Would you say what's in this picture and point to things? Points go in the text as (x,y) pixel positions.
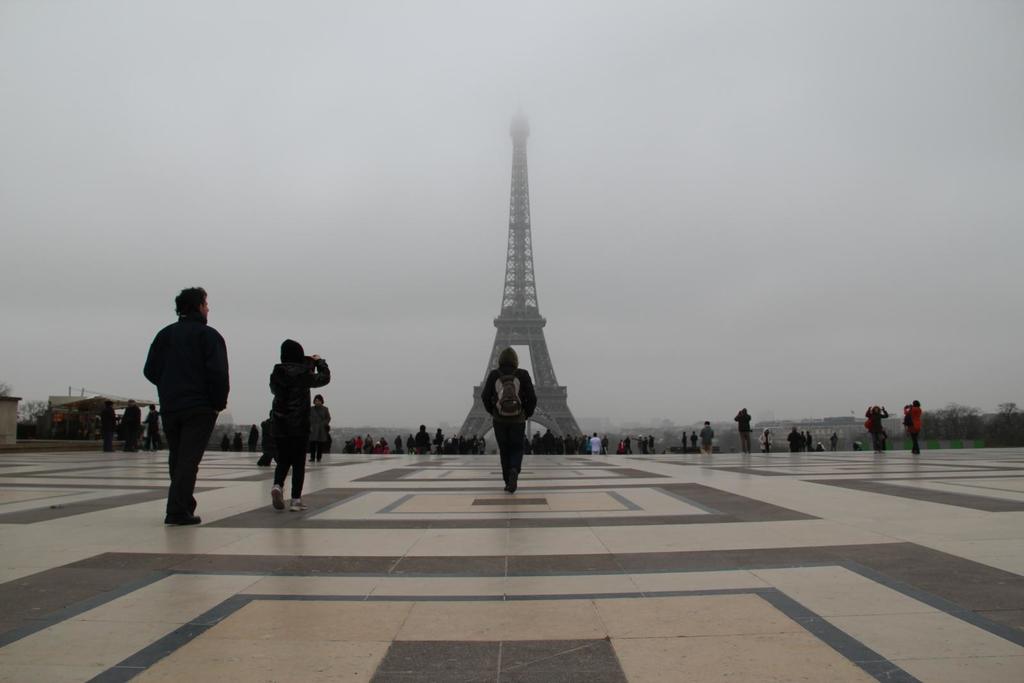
In the foreground of the picture (391,468) there are people (300,484) walking on the pavement (268,516). In the center of the picture (593,440) there are trees (961,434) and many people (411,439). In the center of the background (516,247) it is eiffel tower (517,342). Sky (557,259) is cloudy.
